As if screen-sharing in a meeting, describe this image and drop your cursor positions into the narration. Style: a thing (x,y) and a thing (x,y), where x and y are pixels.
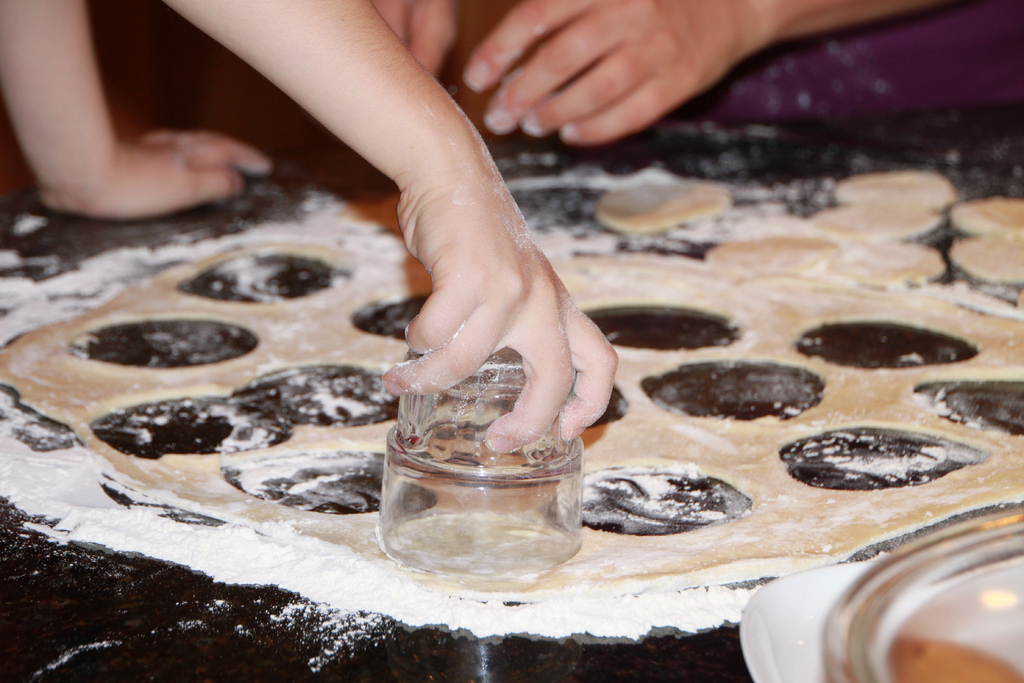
In this picture there are flour (76,524), dough (306,324), glass (509,494), people (344,110) and a bowl (864,616).
